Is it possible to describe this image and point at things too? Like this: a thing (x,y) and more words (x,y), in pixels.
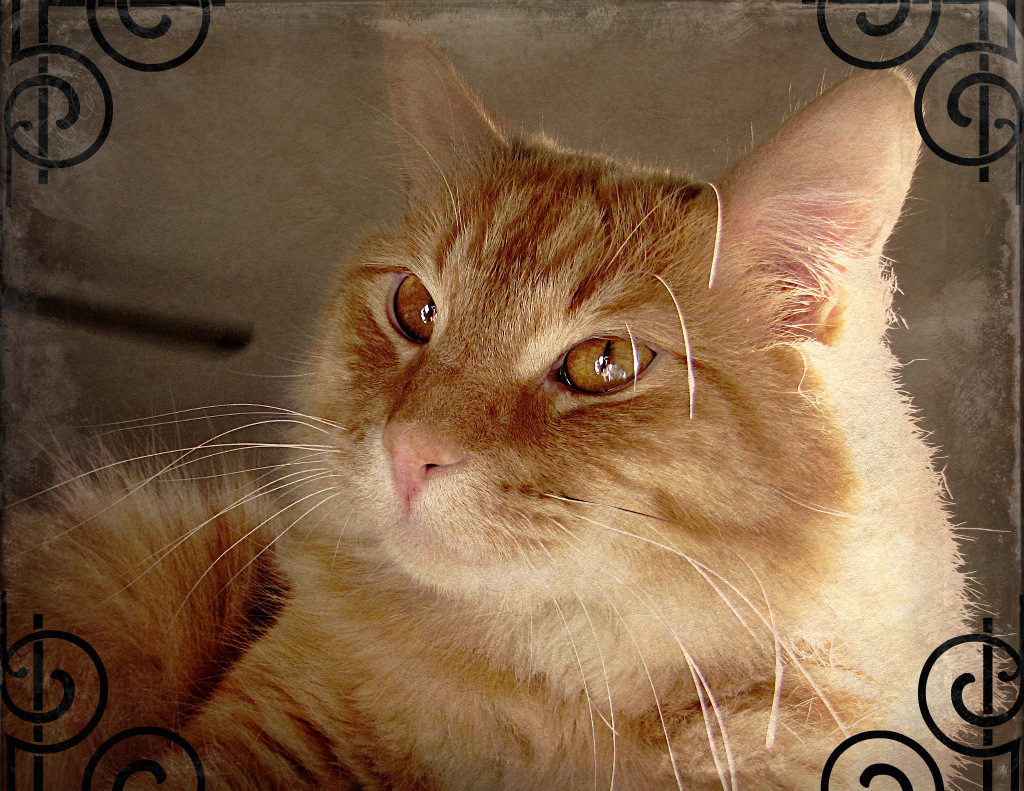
There is a brown color cat (752,313) sitting on an object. In front of it, there are designs (131,12) on the four corners. In the background (29,294), there is wall (511,90).
